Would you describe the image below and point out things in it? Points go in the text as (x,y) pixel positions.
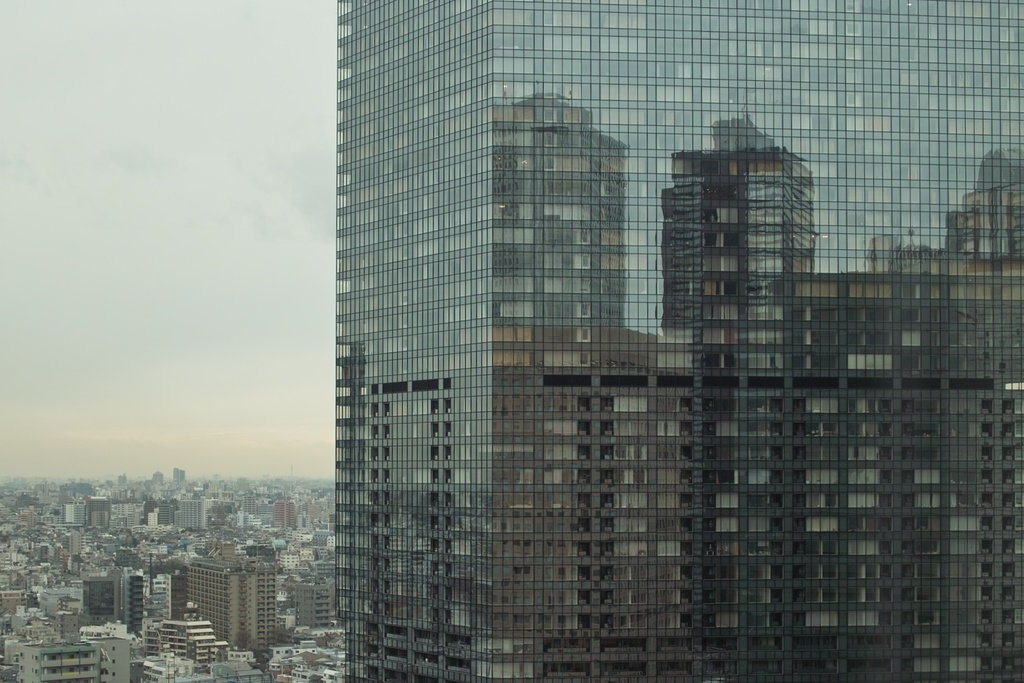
In this image, we can see a glass building (598,305). On the glasses (824,266), there are few reflections (670,368). On the left side of the image (169,395), we can see the sky (37,255), buildings (256,522) and trees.
